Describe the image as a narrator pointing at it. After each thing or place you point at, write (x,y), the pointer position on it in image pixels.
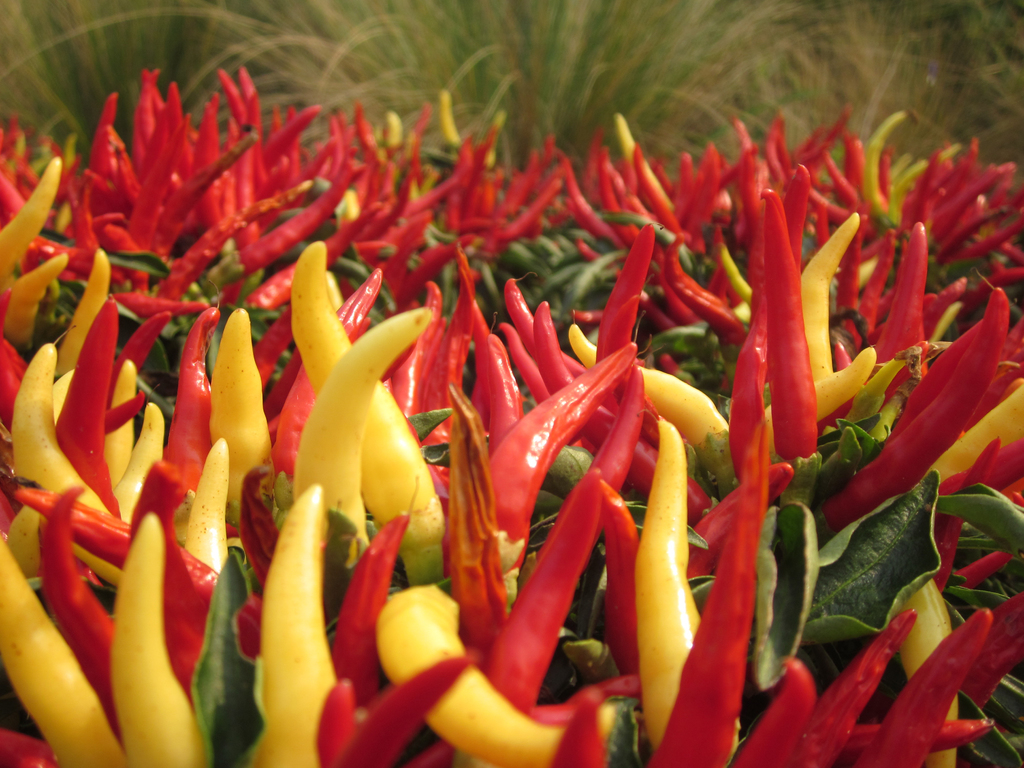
In this image I can see number of chilies (325,358) which are red and yellow in color and I can see few leaves (558,310) which are green in color. In the background (556,25) I can see the grass (479,57).
